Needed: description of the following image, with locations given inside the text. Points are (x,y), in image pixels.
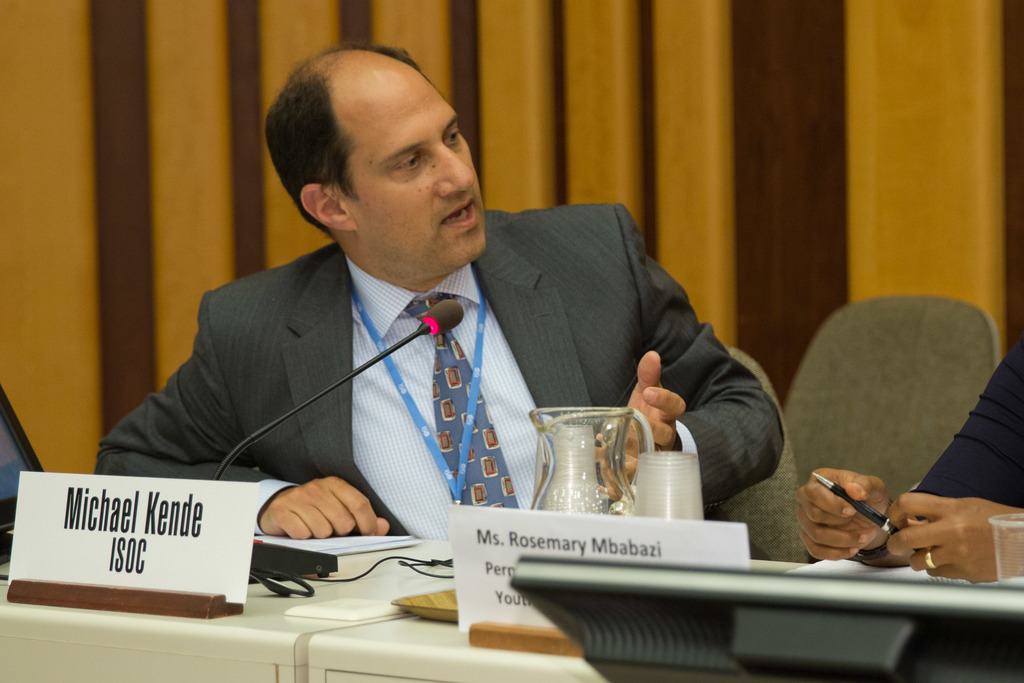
In this image, we can see people (509,359) sitting on the chairs (789,452) and wearing id cards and one of them is holding a pen (858,500) and on the table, we can see name boards (610,544), cups (696,515), glasses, papers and some monitors (618,589). In the background (540,97), there is a wall (760,125).
